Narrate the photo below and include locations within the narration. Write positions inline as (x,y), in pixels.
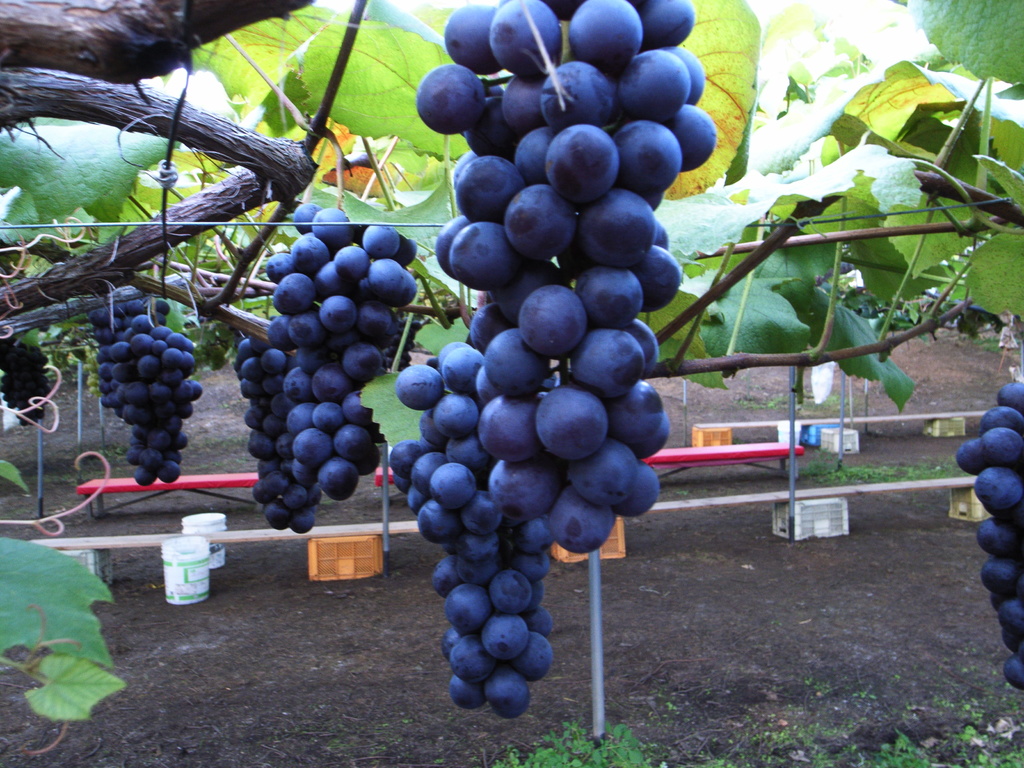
In this picture we can see branches (231,137) with leaves (203,48), grapes (611,150) and on the ground (725,574) we can see buckets (211,514), poles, baskets (833,525), plants (944,473) and some objects (120,488).
